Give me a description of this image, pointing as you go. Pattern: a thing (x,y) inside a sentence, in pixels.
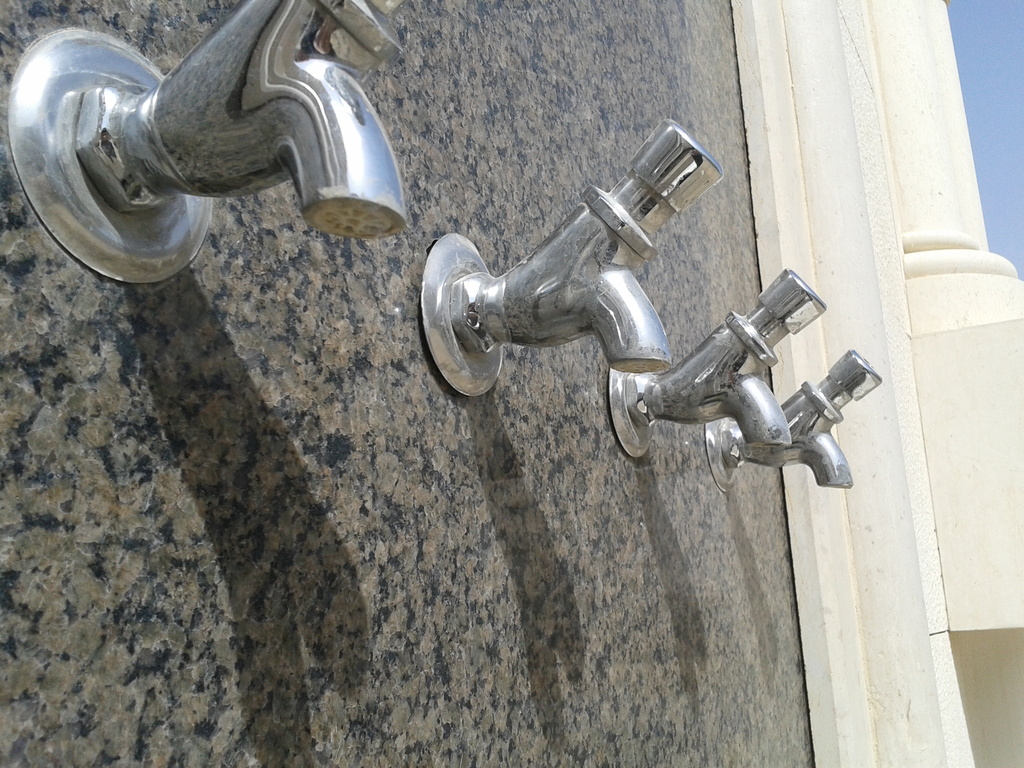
In the image in the center (566,509) there is a wall (428,106). On the wall (441,152), we can see few taps (338,166).
